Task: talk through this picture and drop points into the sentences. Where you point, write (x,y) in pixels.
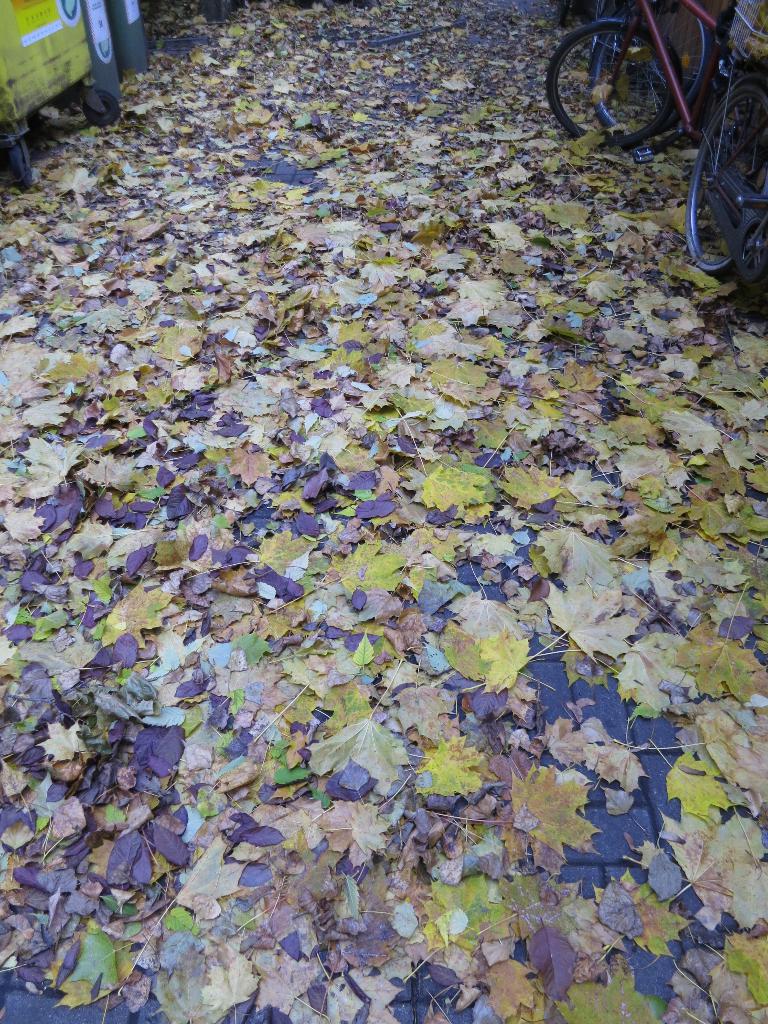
In this picture we can see leaves (254,383) at the bottom (690,853), on the right side (731,147) there is a bicycle (710,129), on the left side (35,58) it looks like a trolley (45,59).
